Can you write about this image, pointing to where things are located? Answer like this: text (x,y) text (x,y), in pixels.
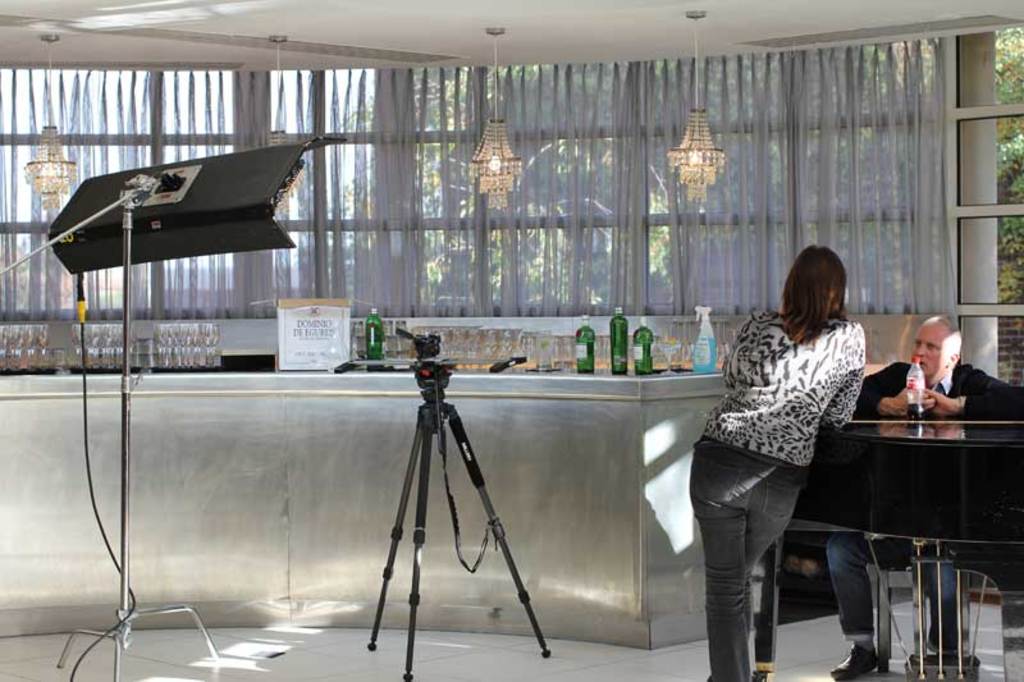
In this picture we can see a man (946,372) sitting on a chair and a woman (828,395) standing, on the right side (949,478) there is a piano (981,483), we can see a tripod (425,449) in the middle (438,449), on the left side (129,432) there is a stand (124,461), we can see some bottles (695,358), glasses (175,343), a board (311,323) in the background (300,316), there are chandeliers (64,158) here, we can see glass (1021,132) and curtains (894,158) in the background (1003,172), from the glass (990,156) we can see trees (1003,172).
